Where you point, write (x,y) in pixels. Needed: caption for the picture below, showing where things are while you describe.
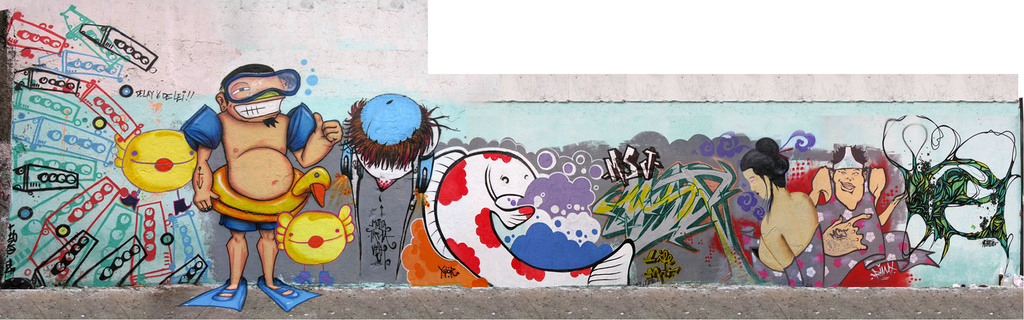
In this image I can see a wall painting (505,145) of the people (228,136) and few objects (241,208). It is in red, yellow, black, white, green and purple color.
